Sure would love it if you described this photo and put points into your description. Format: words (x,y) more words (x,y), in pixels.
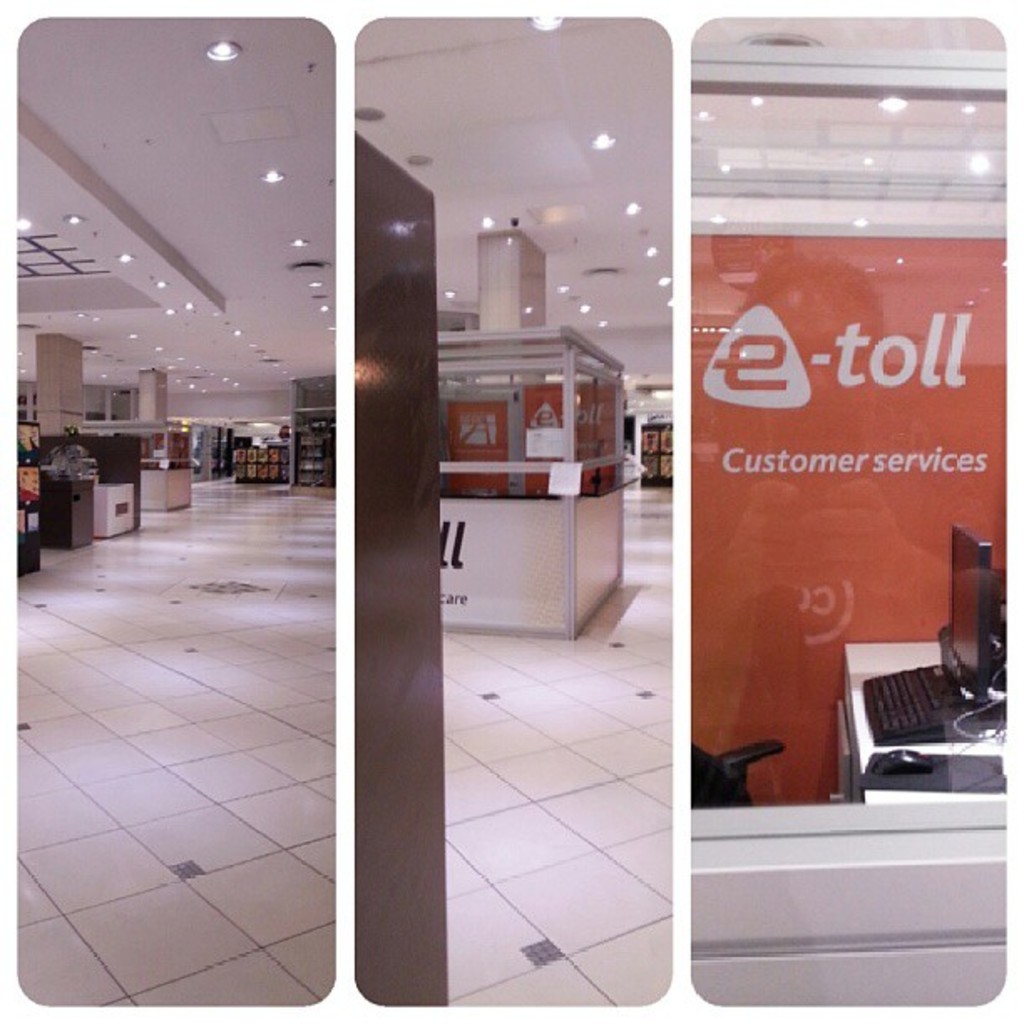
In the picture I can see lights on the ceiling (569,288), pillars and some other objects (488,447). On the left side of the image (46,453) I can see some objects (46,455) on the floor (181,591). On the right side of the image (915,798) I can see a chair (749,759), a white color table (846,764) on which I can see a keyboard (915,678), a computer mouse (896,758), a monitor (972,669) and some other objects (950,780).
